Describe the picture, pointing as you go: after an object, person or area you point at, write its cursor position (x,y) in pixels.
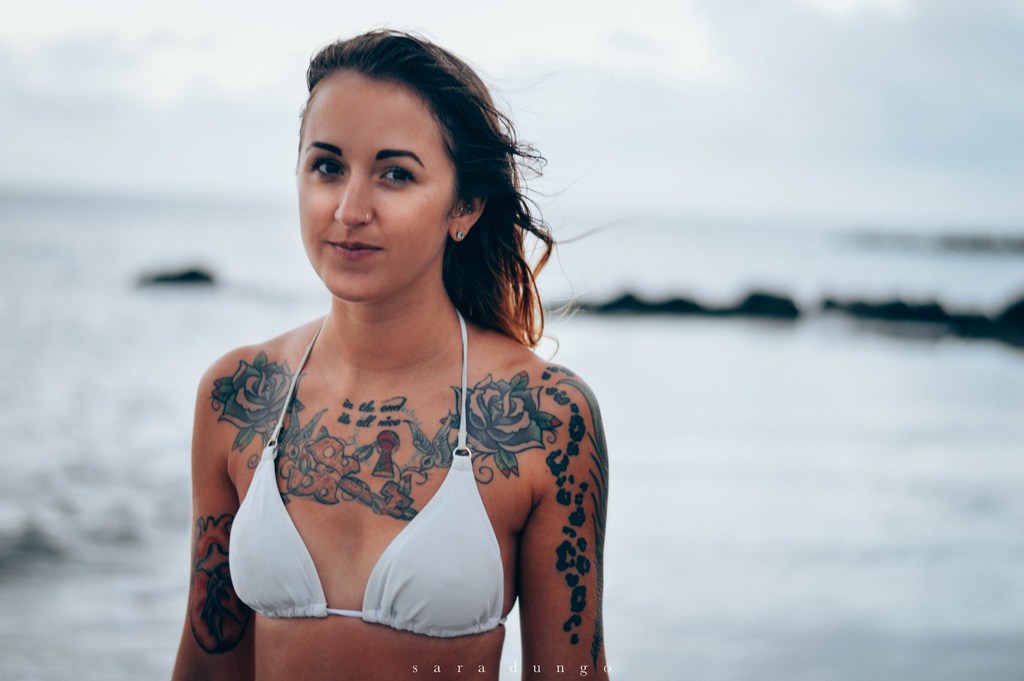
In this image we can see a lady (352,202) standing. In the background (713,367) there is a sea (730,240) and sky (440,34).
